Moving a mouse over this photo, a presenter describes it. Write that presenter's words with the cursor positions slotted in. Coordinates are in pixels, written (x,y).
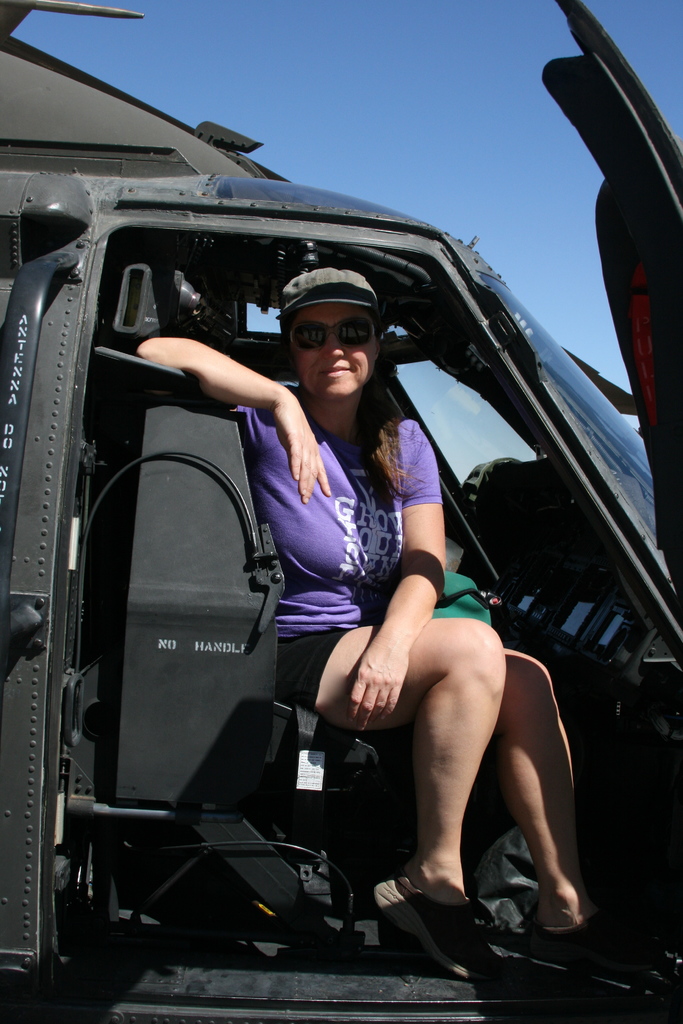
In this picture we can see a woman (334,471) sitting in a vehicle (327,782) and smiling. Sky (342,142) is blue in color.
